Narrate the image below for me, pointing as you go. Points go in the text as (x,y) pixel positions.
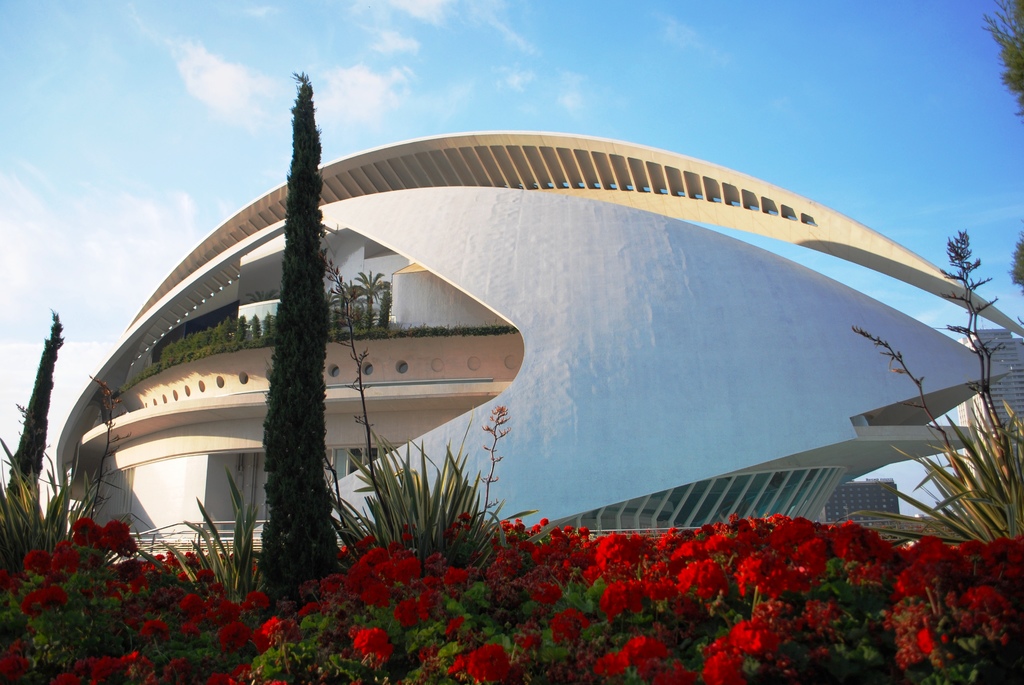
In this image in the front (177,575) there are flowers (367,576), plants (355,530). In the background (375,359) there is a building (411,339) and the sky (432,71) is cloudy.
